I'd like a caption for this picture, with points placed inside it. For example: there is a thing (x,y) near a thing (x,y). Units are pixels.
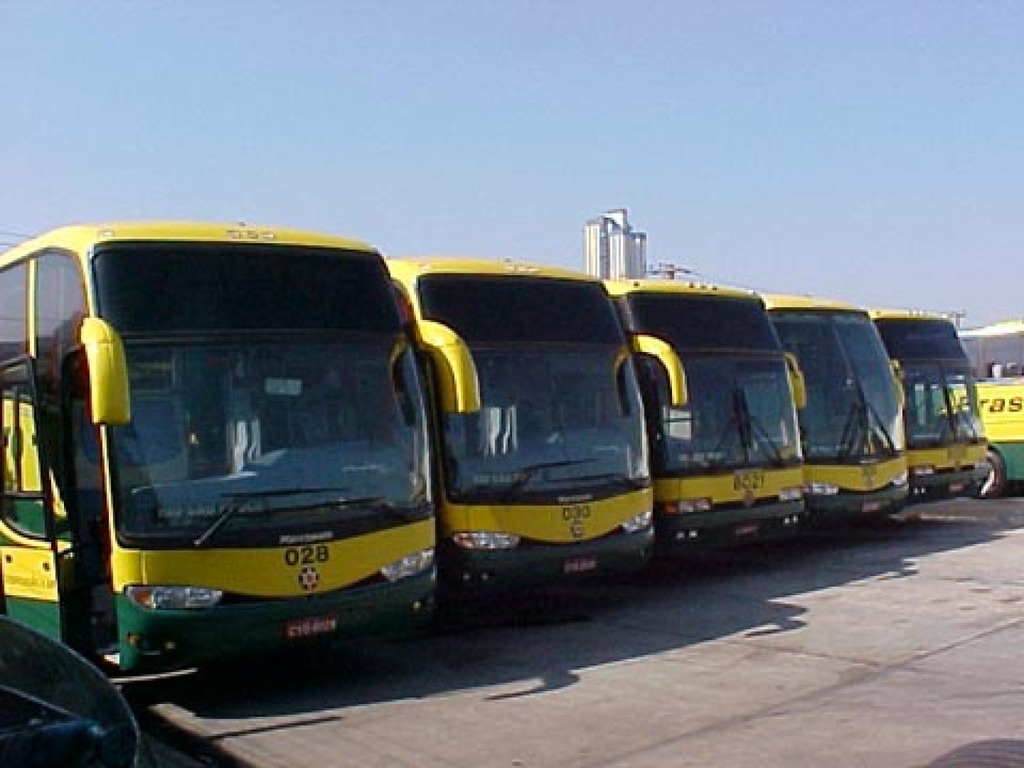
In this image there is a road (726,747) at the bottom (985,577). There are vehicles (498,288) in the foreground (301,237). And there is a sky (168,82) at the top (62,84).
